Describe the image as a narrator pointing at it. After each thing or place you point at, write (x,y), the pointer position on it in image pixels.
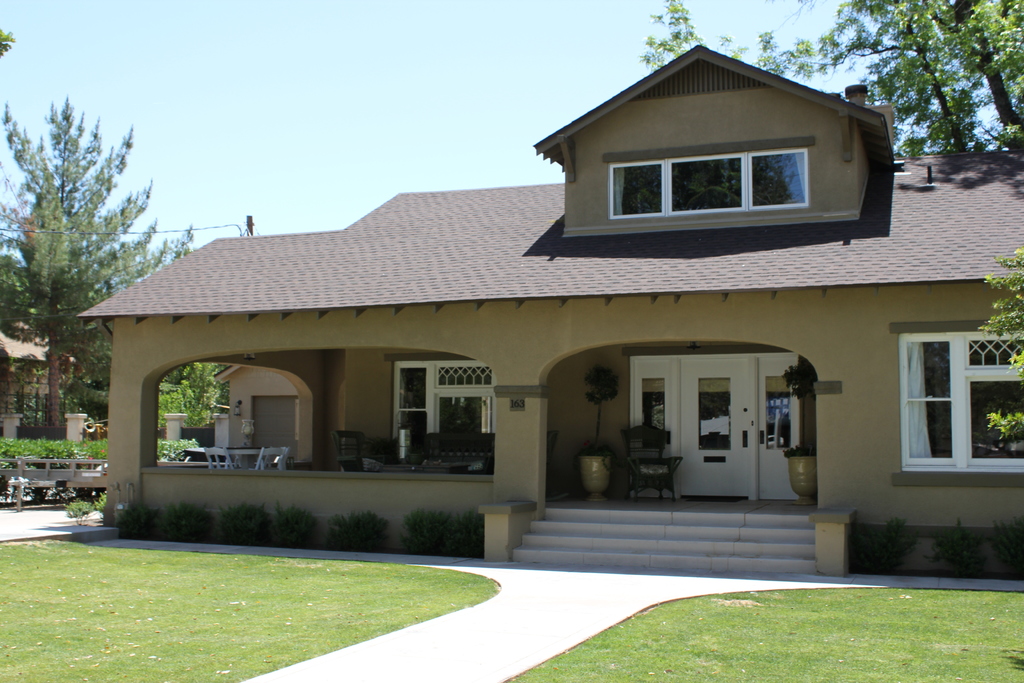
In this image I can see there are buildings (688,412). And there are flower pot (248,444), table (242,455) and chairs (263,452). And in front there is a grass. And at the side there is a bench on the ground (524,619). And at the back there are trees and a pole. And at the top (835,9) there is a sky (499,103).
